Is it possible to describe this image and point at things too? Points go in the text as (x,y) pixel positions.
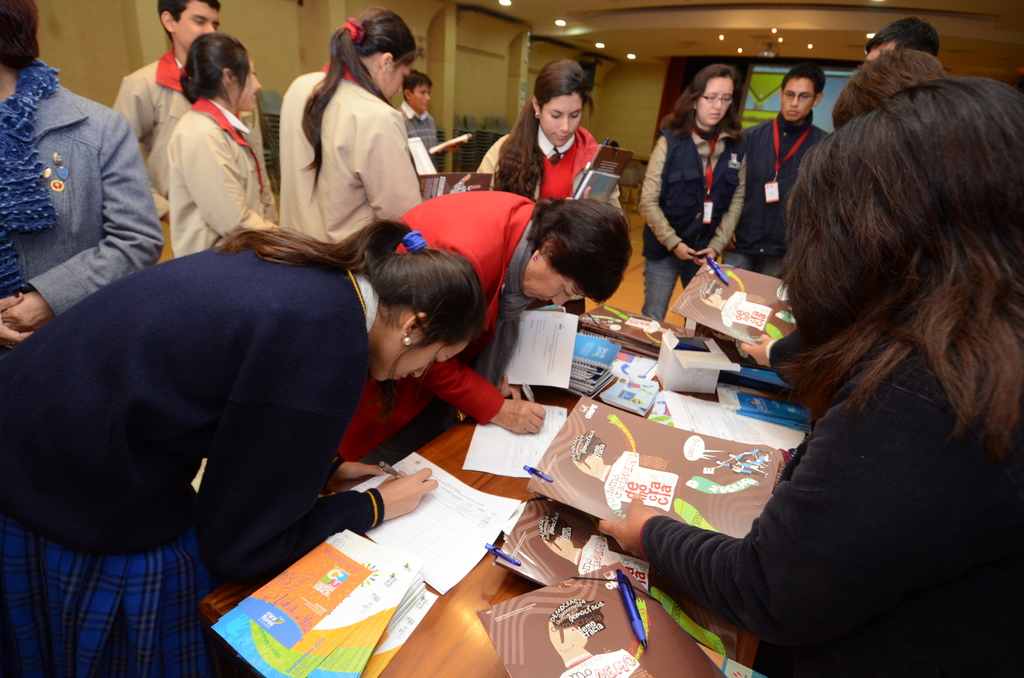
In this image inside a hall (808,23) there are many people (211,294). Here there are two people (413,382) writing on papers (444,547). On the table (463,613) there are many papers (388,624), books (591,478), pens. In the background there are many chairs (634,170). On the ceiling (697,36) there are lights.
